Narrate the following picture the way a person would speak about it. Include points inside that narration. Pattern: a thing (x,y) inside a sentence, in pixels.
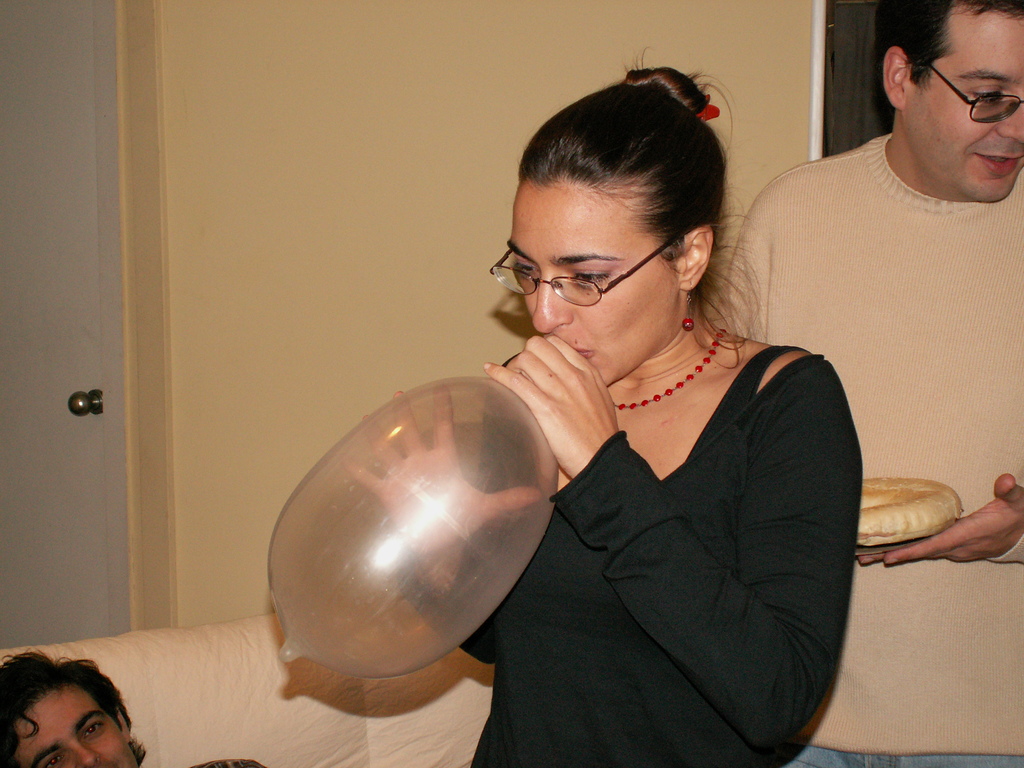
In this image, we can see three people (677,541). Here a woman (656,446) is blowing a balloon (416,514). On the right side (929,394), a person (947,422) is holding some food item (898,519) in his hand (890,552). These people (789,211) are wearing glasses (566,279). At the bottom (398,678), we can see a white couch (341,703). Background (334,254) there is a wall (281,319), door (60,293), handle (86,394).
